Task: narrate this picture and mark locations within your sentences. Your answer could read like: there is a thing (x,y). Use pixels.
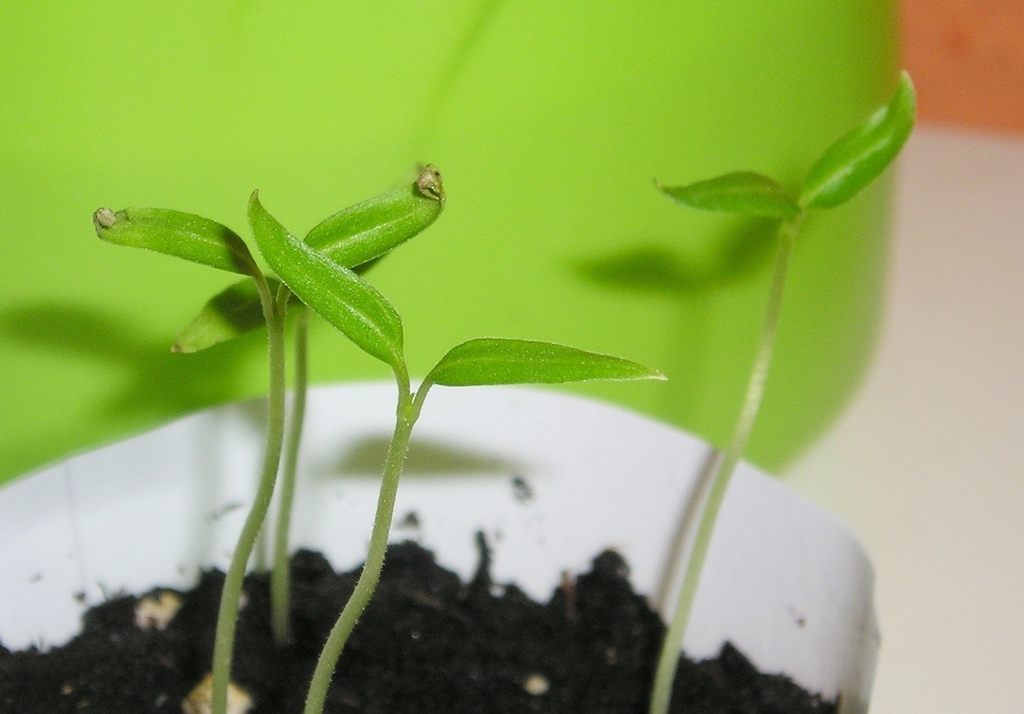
Here I can see few plants (301,346) in a pot (797,606). This pot (797,606) is in white color which is placed on the floor (944,537). Beside this pot (539,505) I can see a green color object (596,112).
